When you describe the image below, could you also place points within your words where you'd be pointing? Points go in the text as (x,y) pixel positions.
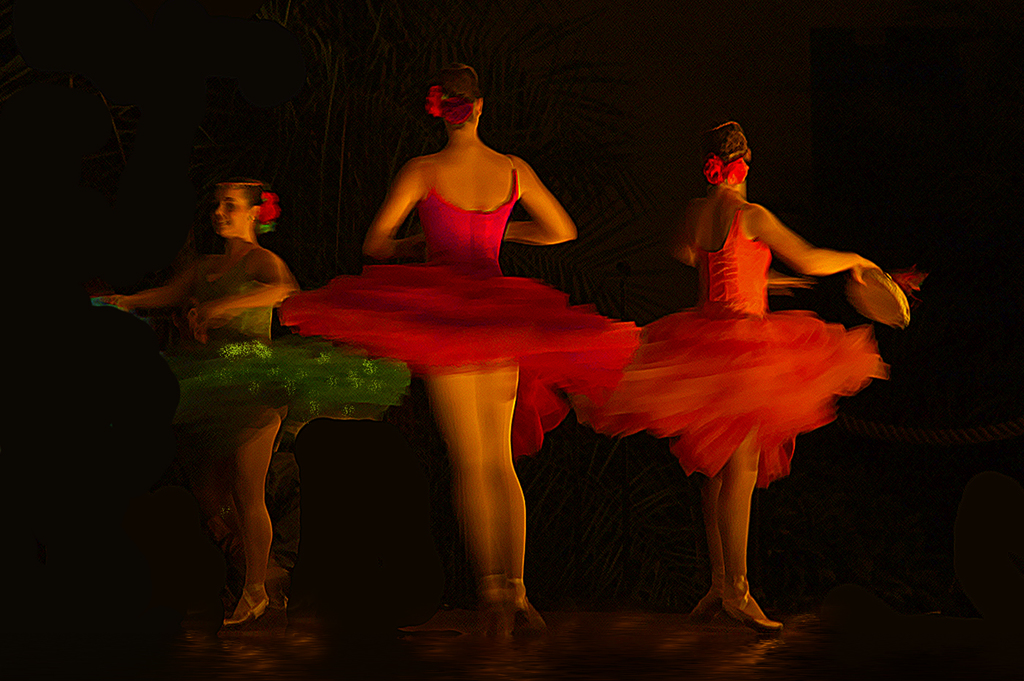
Here in this picture we can see three women (618,324) dancing on the floor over there and all of them are wearing different colored frocks (334,318) on them and the woman (711,368) on the right side (715,370) is holding something in her hand (860,277) over there.
